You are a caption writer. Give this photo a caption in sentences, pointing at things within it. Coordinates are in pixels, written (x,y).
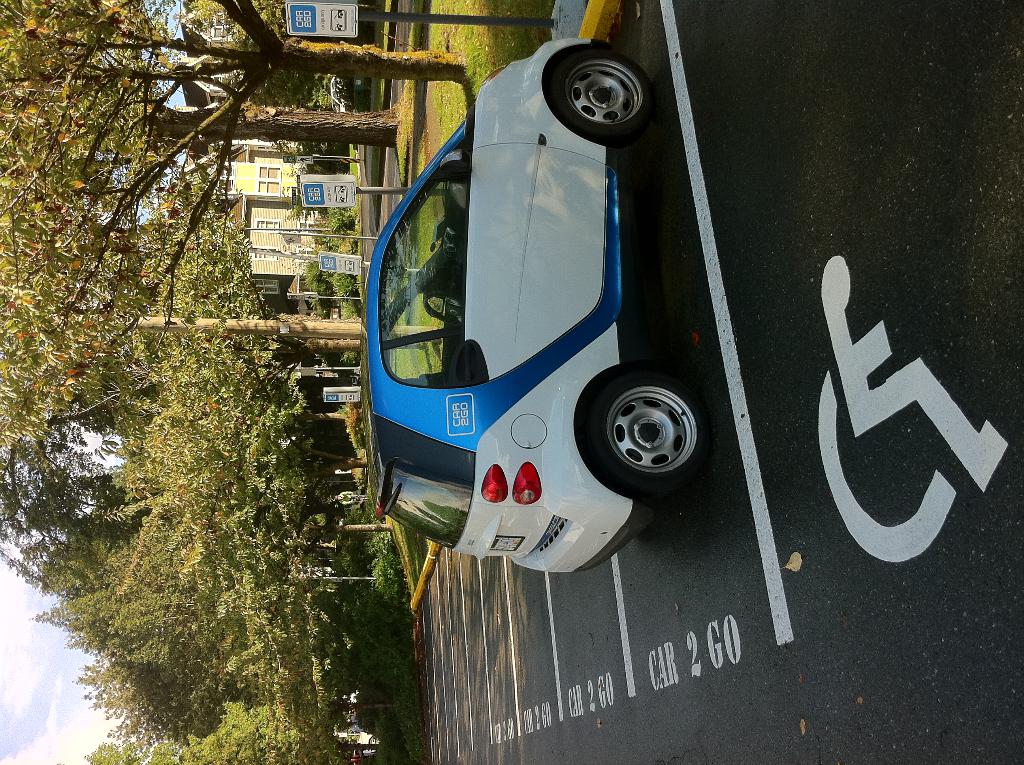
In this image, we can see the road (616,755), there is a car (565,220) parked on the road (594,760), we can see some trees (97,514), there is a building (280,266), we can see the sky (82,710).
